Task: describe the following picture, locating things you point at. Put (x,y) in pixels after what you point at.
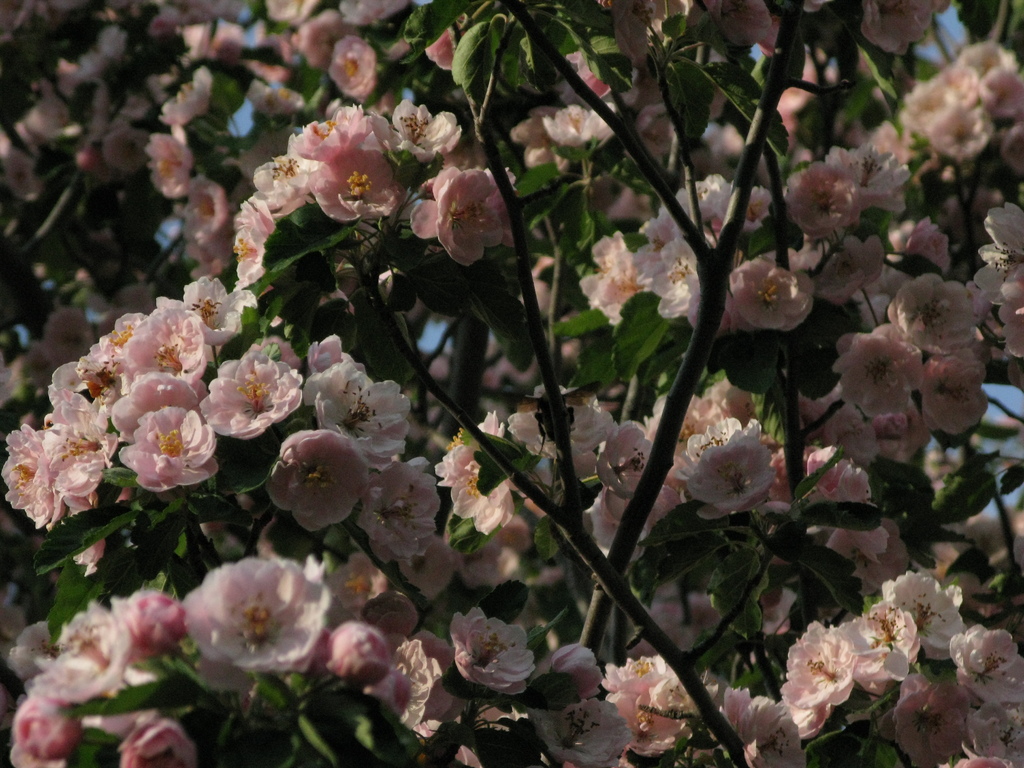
In this image I see number of plants (594,187) and I see flowers (361,367) on it which are of pink in color.
